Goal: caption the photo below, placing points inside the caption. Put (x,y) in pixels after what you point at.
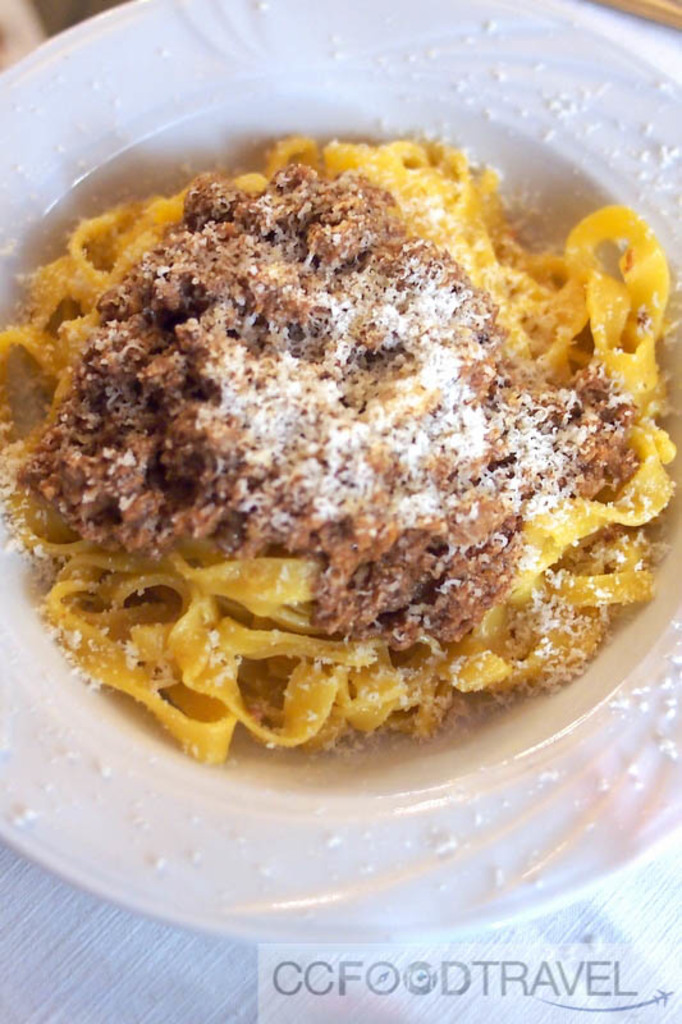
In this image, we can see food (275,524) on the plate (148,820), which is placed on the table (78,944). At the bottom (470,983), there is some text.
